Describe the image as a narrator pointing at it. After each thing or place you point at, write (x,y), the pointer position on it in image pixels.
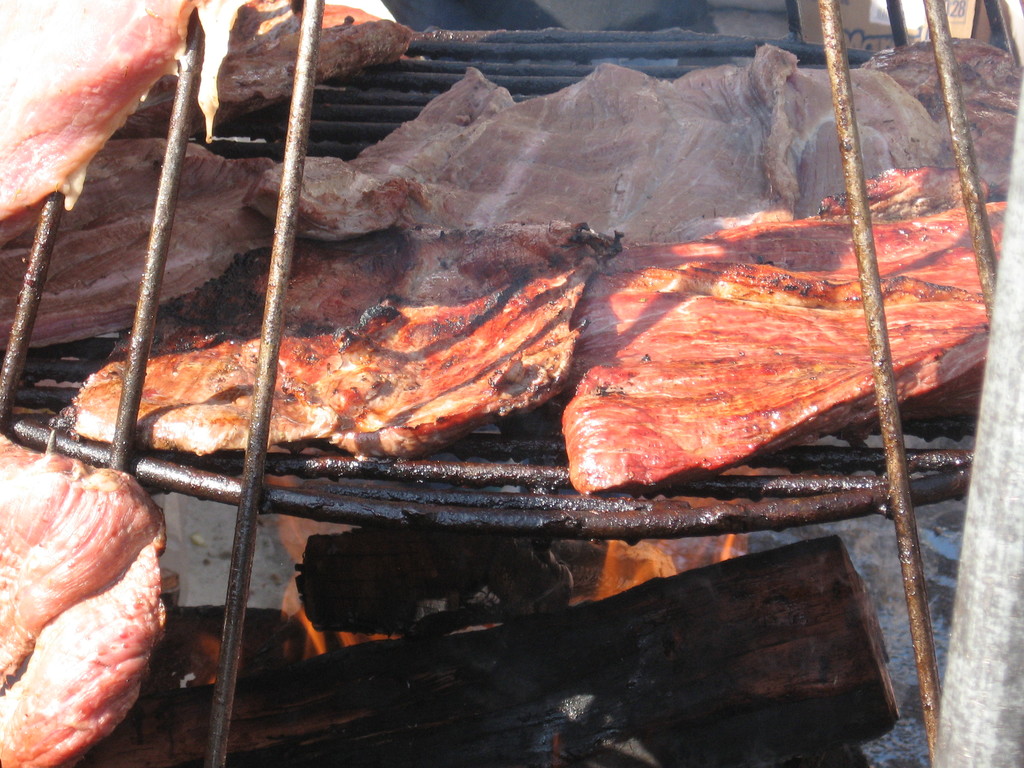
In this image, I can see the slices of meat (551,309) on a grill (423,460). At the bottom of the image (449,620), I can see the wooden logs (541,590) and fire (624,579).
